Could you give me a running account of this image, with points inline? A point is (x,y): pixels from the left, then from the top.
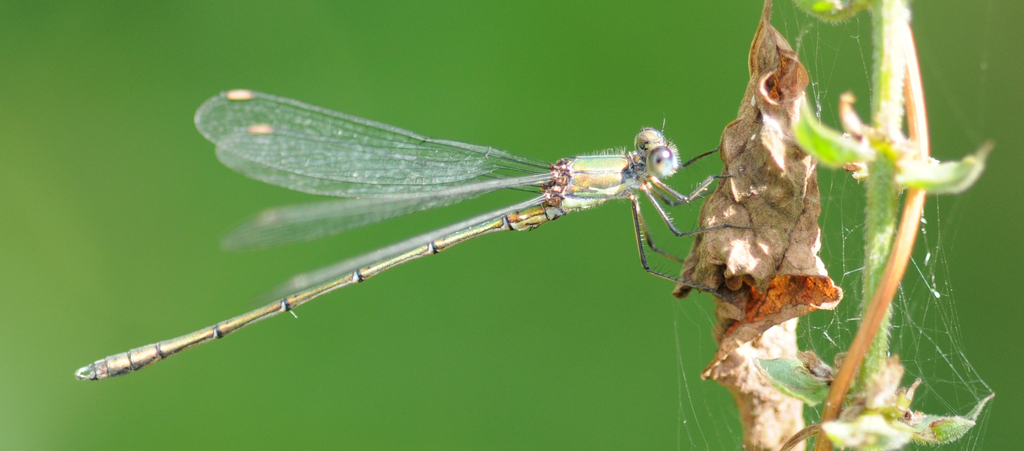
In this image I can see a dragonfly (478,225) is on the dried leaf (794,258). On the right side (898,332) it is a spider web (898,332).
